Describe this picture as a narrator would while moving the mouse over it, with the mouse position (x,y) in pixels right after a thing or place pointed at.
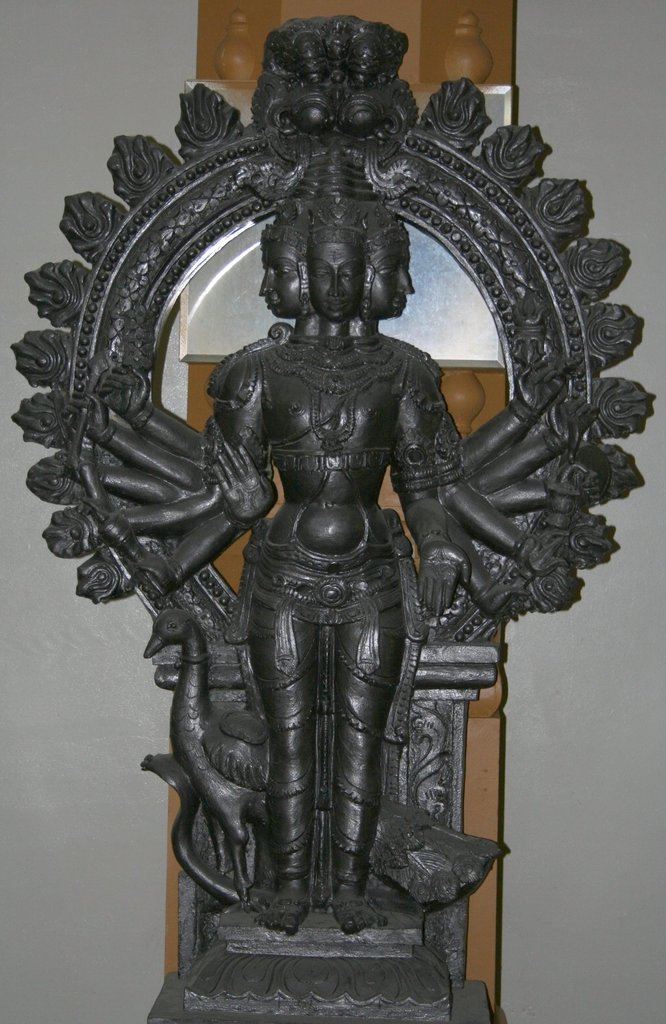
In this picture we can see a statue (288,188) and in the background (472,76) we can see some objects (502,100) and the wall (544,48).
